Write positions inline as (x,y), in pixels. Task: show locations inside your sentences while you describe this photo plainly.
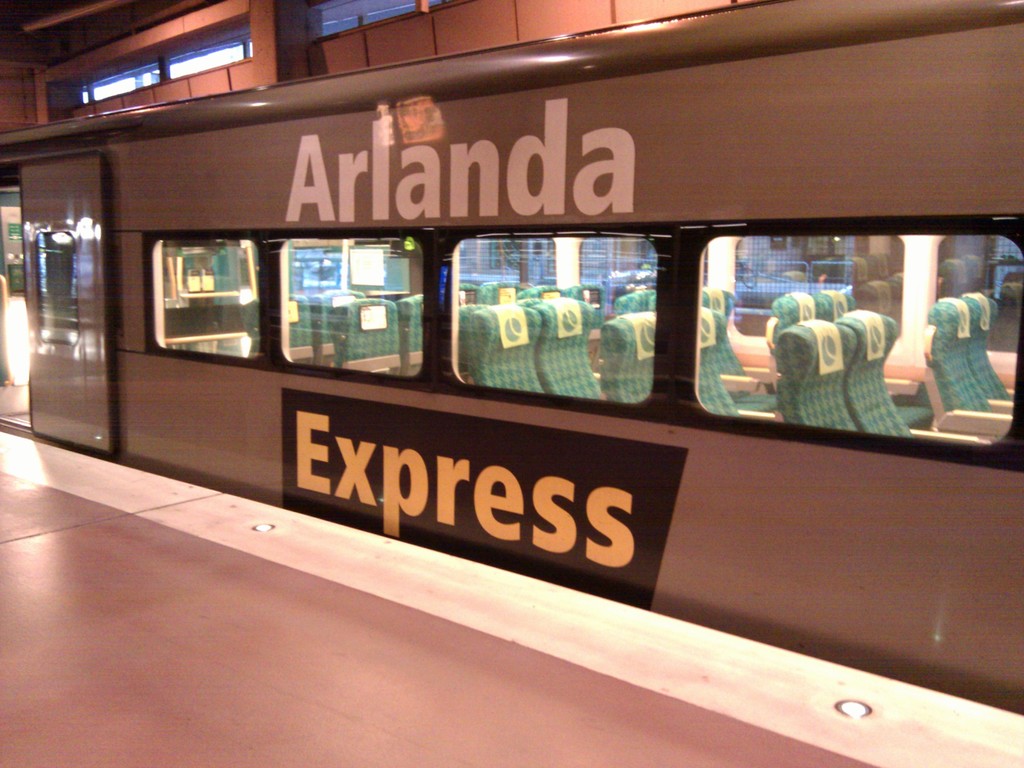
On the right side (978,298), there is a train (903,99) having glass windows (941,312). Through these glass windows (730,359), we can see there are seats (364,303) arranged. Beside this train (679,491), there is a platform (319,748). In the background (356,56), there are lights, there is a pillar (300,32) and there is a wall (515,23).
